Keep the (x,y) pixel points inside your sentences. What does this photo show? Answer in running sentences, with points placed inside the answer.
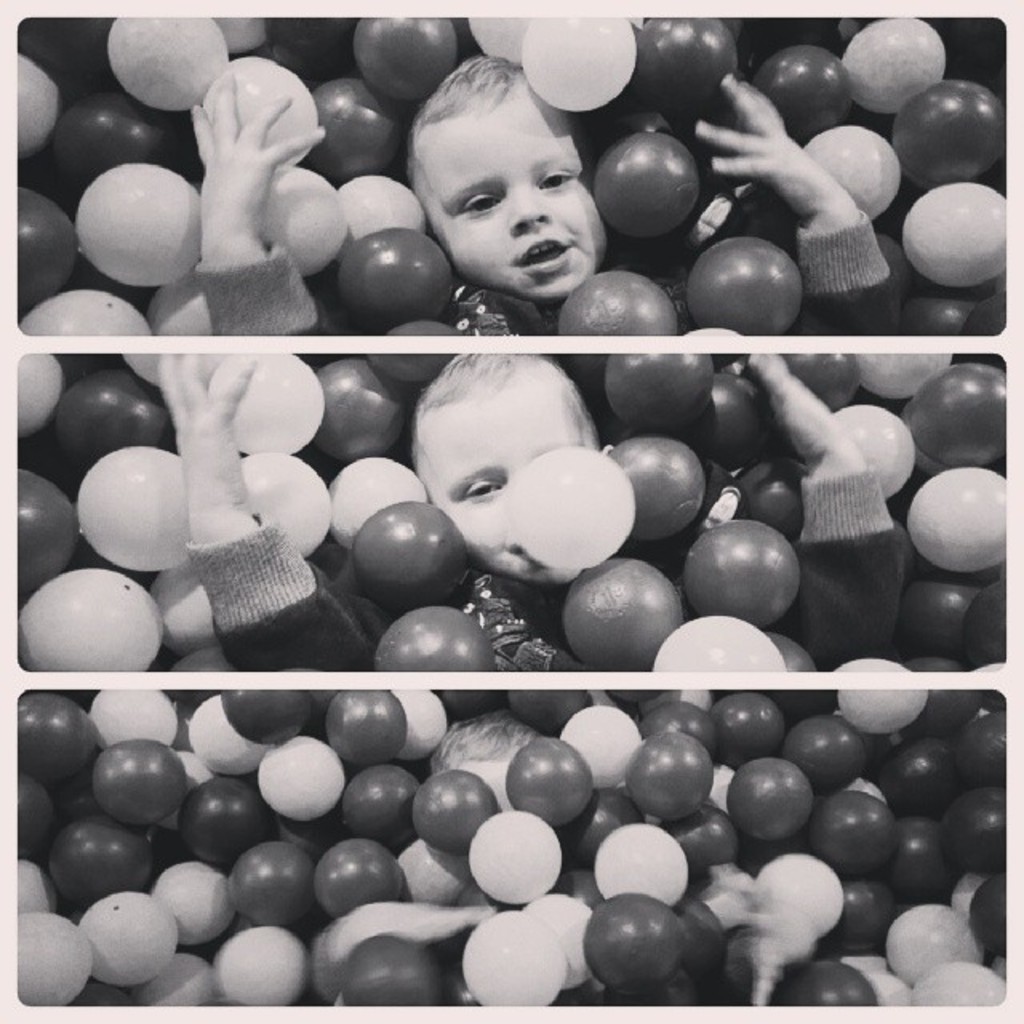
This image is a collage image. There are three image, at top of this image (441,191) there is one boy (543,184) is lying and there are some balls (162,167) at left side (300,203) to him and some are at right side (789,205) to him and same as in middle of this image (469,516). and in the bottom (482,799) image as we can see there are some balls (443,880) and there is a head (486,755) of a boy (489,763) at bottom of this image (481,769).
